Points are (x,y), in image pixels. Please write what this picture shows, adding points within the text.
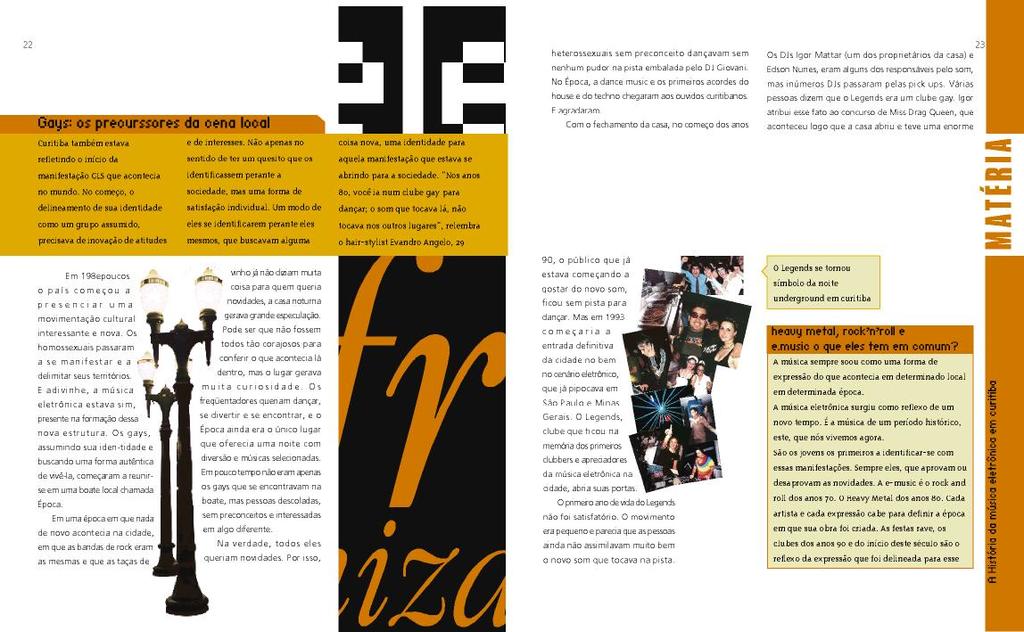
In this picture we can see a poster (985,277) with some information. We can see lights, poles (169,513) and people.
